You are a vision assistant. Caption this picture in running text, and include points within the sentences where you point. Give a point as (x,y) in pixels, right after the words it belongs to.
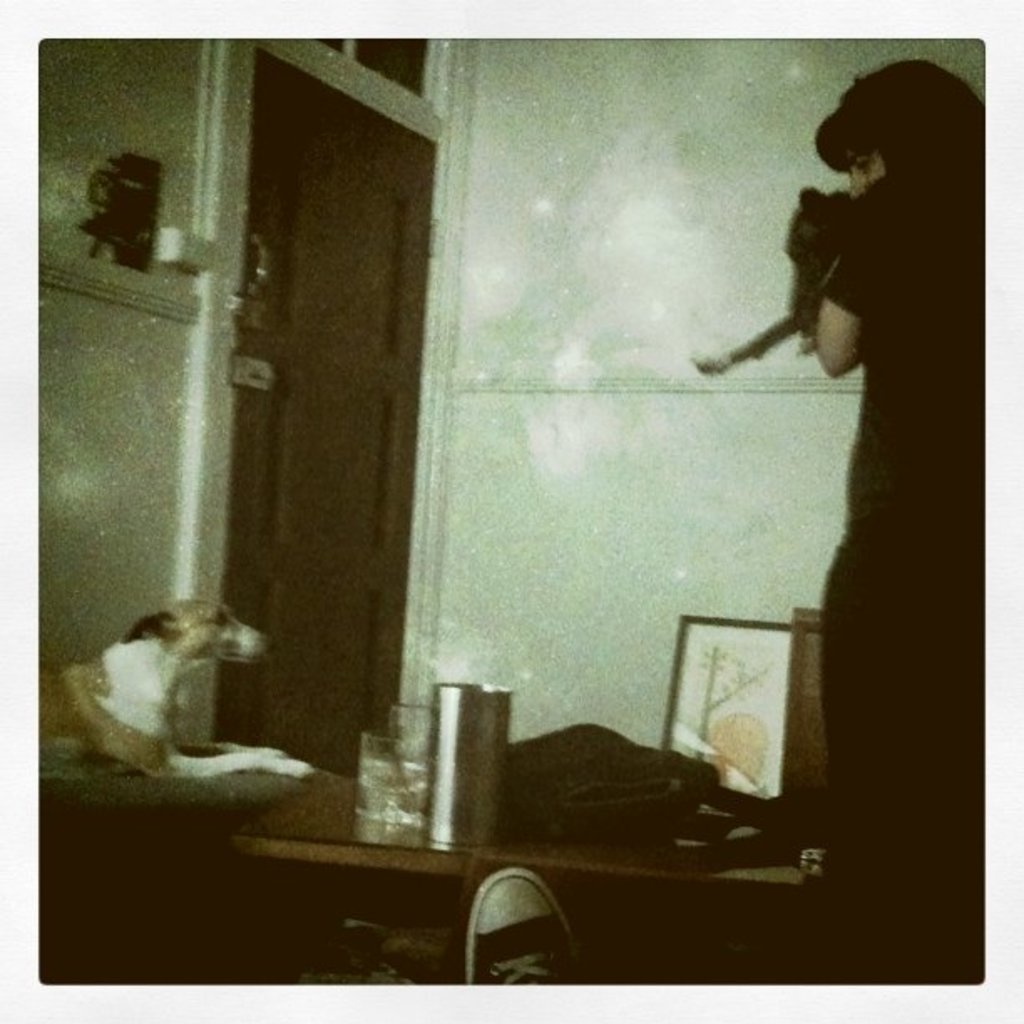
In this image we can see a person (863,712). There are many objects (534,758) on the table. There is a dog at the left side of the image (227,622). There is a door (304,648) in the image.
